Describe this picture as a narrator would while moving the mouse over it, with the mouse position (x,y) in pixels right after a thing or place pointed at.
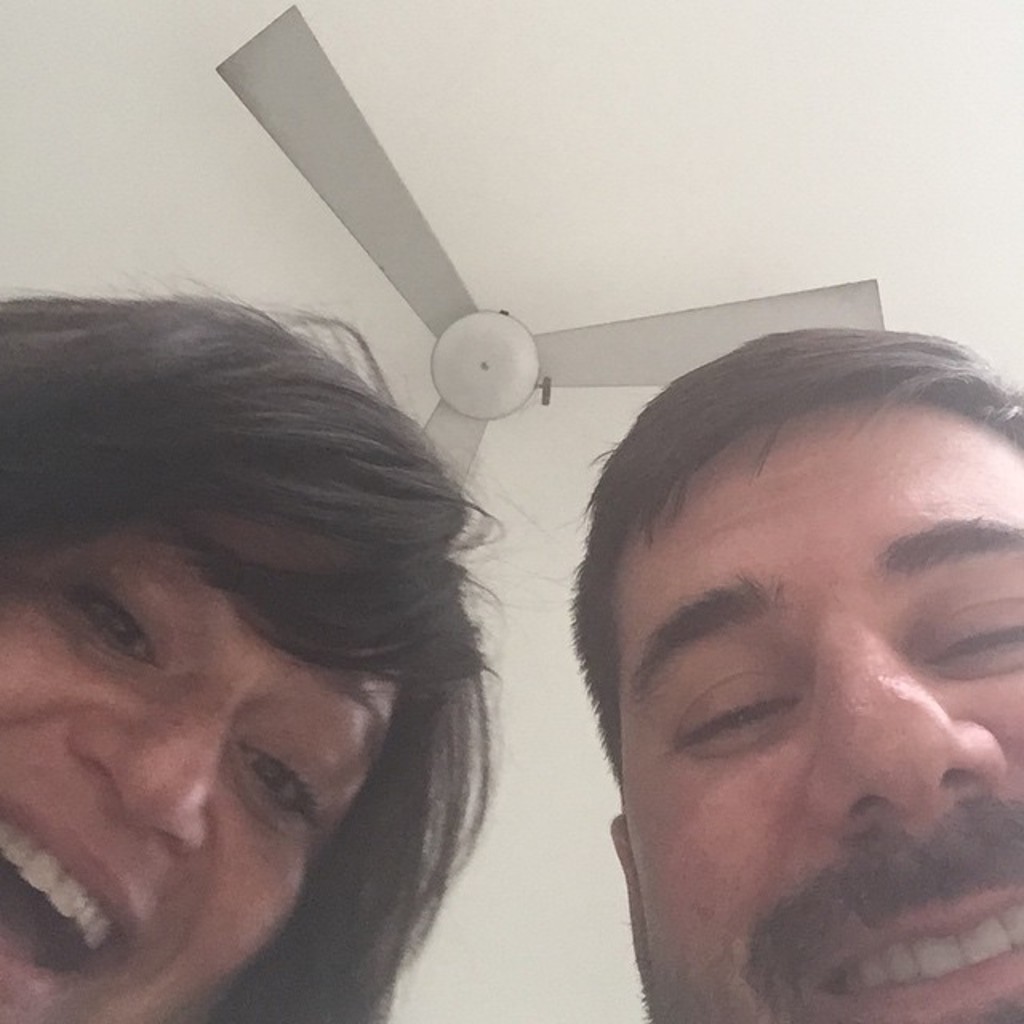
On the left side (126,584), there is a woman (135,528) smiling. On the right side (808,899), there is a person (919,930) smiling. In the background (565,344), there is a fan (467,407) attached to a ceiling (575,150). And the background (536,743) is white in color.
